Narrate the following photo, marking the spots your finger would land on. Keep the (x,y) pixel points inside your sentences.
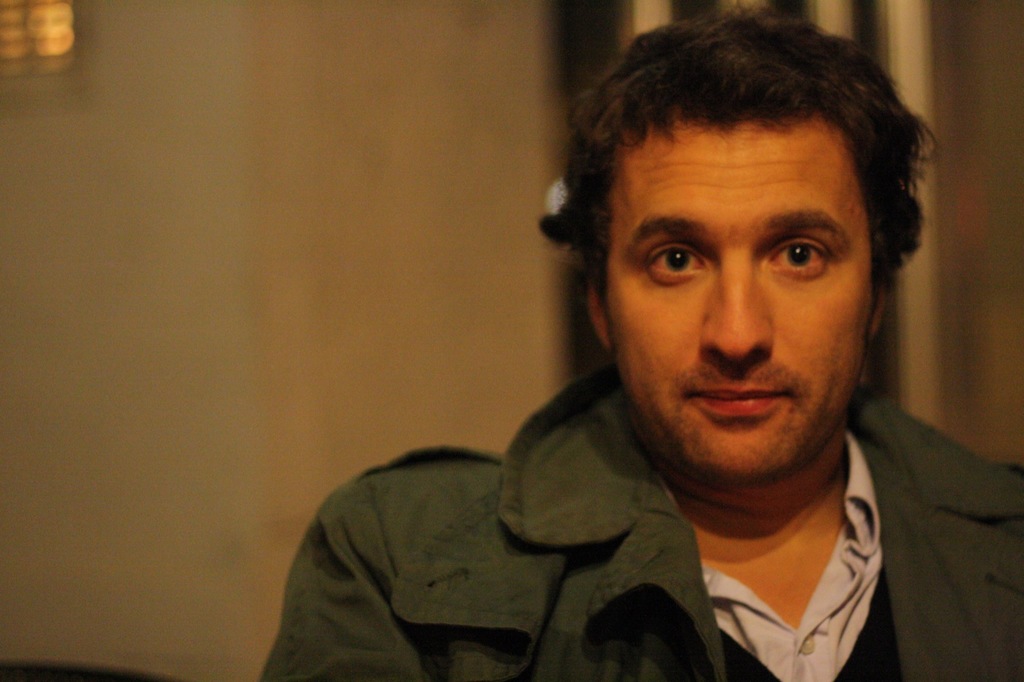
The man (790,410) on the right corner of the picture (795,568) wearing a white shirt (740,606) and green jacket (584,570) is looking at the camera. Behind him, we see a wall (327,273) in white color. In the background (513,105), it is blurred in the background (297,144). This picture might be clicked inside the room (389,396).
